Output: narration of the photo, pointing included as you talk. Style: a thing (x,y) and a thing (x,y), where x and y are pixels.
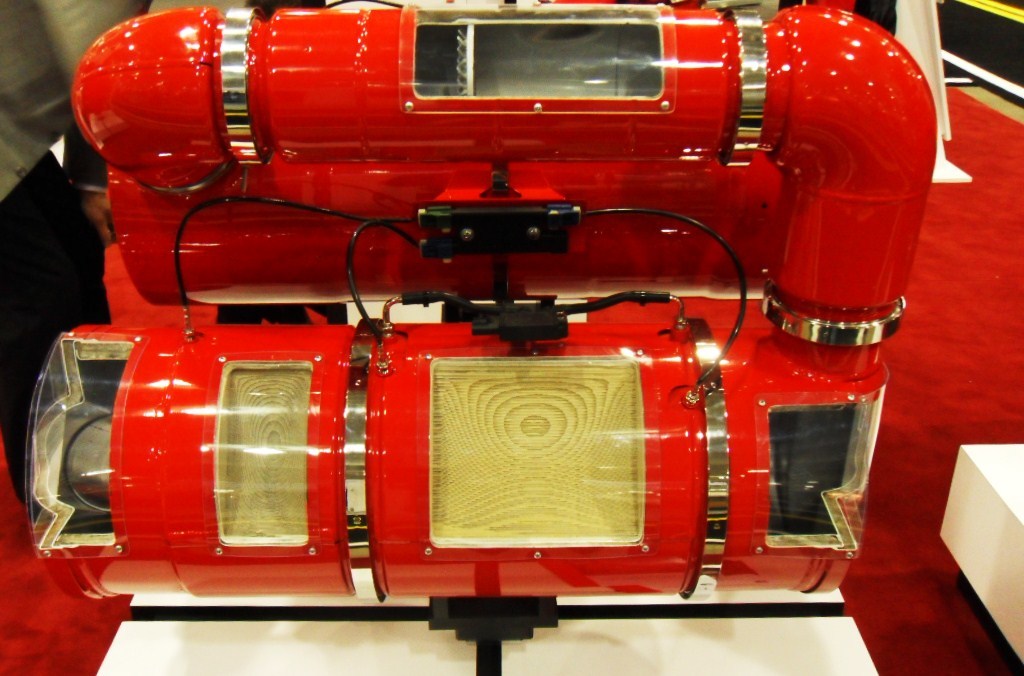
In this image there is a machine (519,413) on a table (368,637). This is a red carpet (958,338).
